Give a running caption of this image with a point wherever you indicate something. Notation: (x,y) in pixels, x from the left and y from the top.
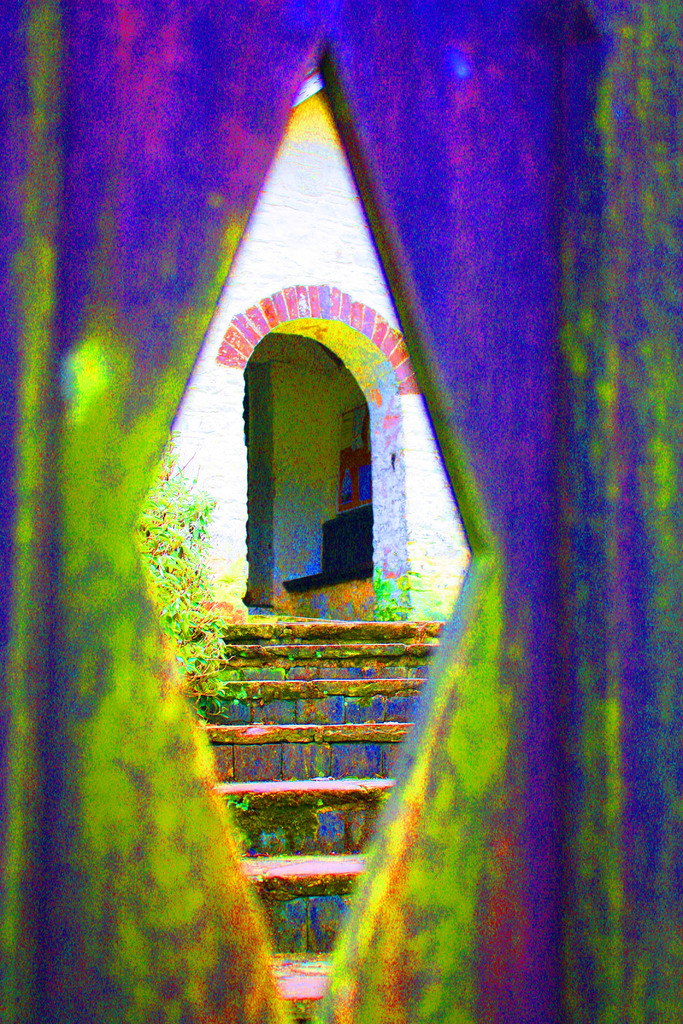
In this image in the foreground (47,191) there is a wall (83,979), and on the wall (473,294) there are some colors and in the background (308,779) there is a staircase (306,623) and wall (398,554) and some objects (345,525) and plant (156,550) and also there are some colors.
